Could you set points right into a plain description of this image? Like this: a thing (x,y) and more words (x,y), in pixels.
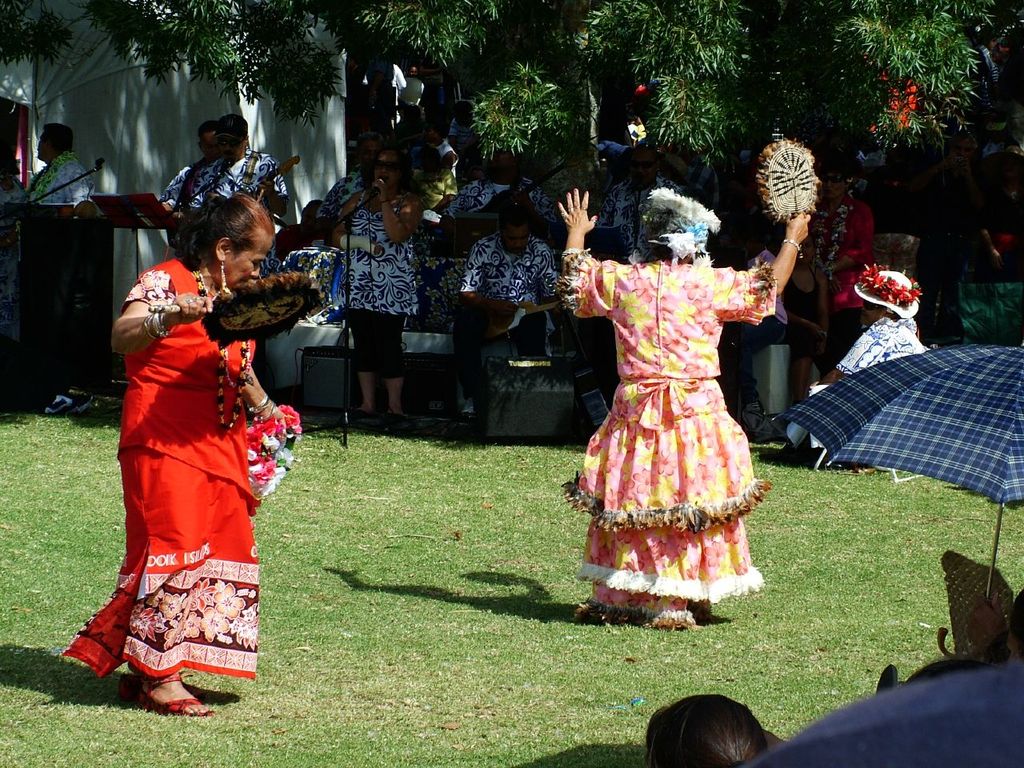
The woman (190,491) in the red dress (208,454) and the woman (701,427) in the pink dress (663,403) are dancing. Behind them, we see people (267,199) playing musical instrument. The woman (362,290) in white dress (358,280) is holding a microphone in her hand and she is singing the song on the microphone (367,198). There are trees (556,89) and a white building (195,121) in the background (129,89). At the bottom of the picture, we see an umbrella (954,394) which is blue in color.
